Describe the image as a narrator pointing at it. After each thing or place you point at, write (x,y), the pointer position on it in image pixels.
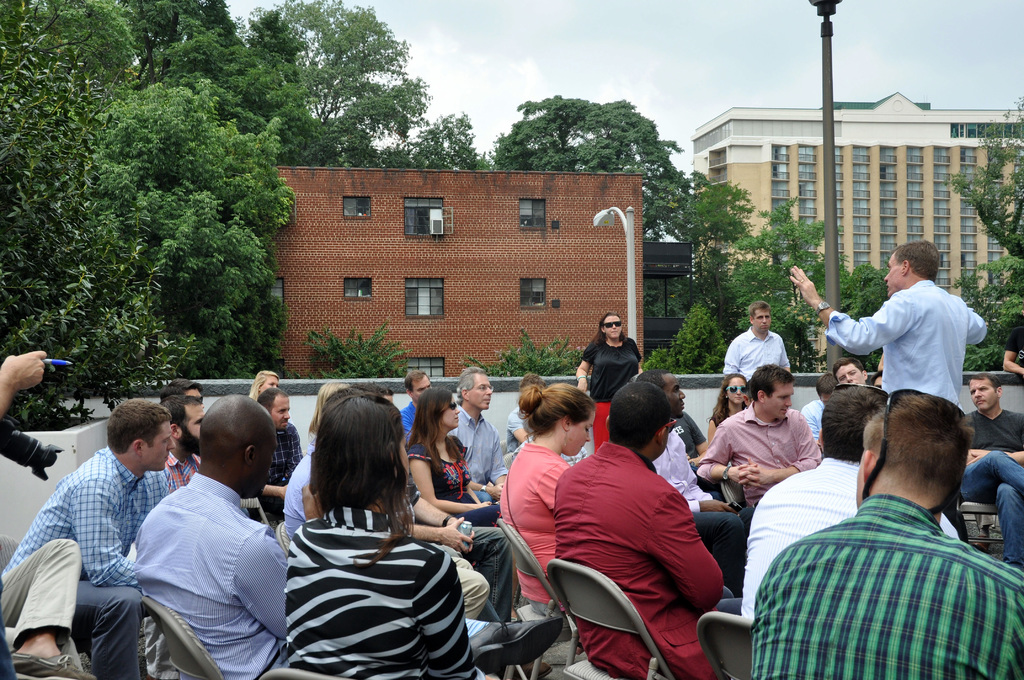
In this image I can see number of people (779,450) where few are standing and rest all are sitting on chairs (219,679). On the left side of the image (21,374) I can see one of them is holding a pen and a camera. In the background (1007,239) I can see two poles (631,333), two lights (605,223), few buildings (734,175), number of trees (714,203), clouds (916,91) and the sky (788,101).
